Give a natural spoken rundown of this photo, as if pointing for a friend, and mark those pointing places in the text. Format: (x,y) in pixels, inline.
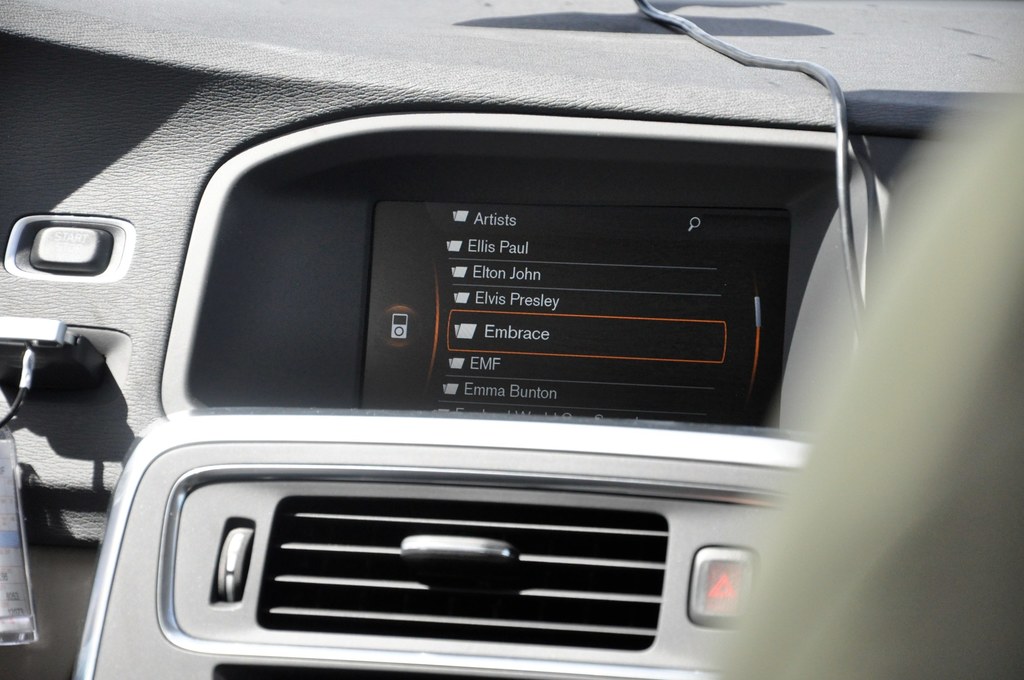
In this image, we can see the screen (615,335), buttons (710,552), wires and few objects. On the right side of the image (964,551), we can see the blur view. On this screen (585,351), we can see text (511,295) and icons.
